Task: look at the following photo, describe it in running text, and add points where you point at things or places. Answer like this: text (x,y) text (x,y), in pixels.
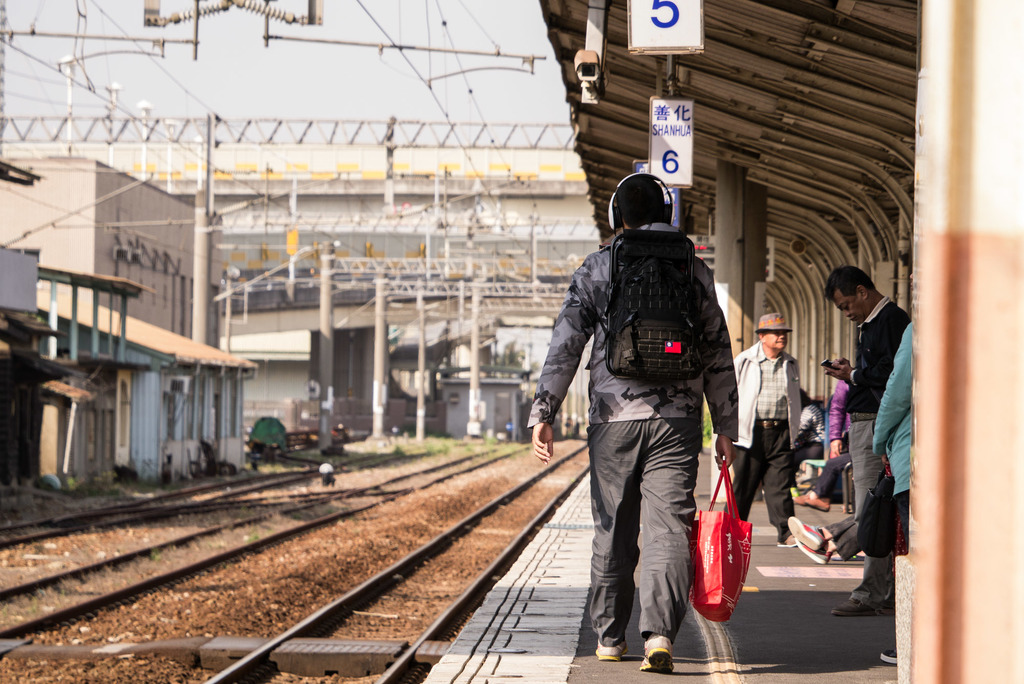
In this picture I can see the platform (704,495) in front (632,417) on which there are number of people (694,269) and on the right top of this image (831,113) I see the shed (657,65) and I see boards (679,104) on which there is something written. On the left bottom of this image (212,566) I see the tracks (276,523) and in the background (225,1) I see number of poles (295,202), rods (267,34), wires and buildings (42,349) and I can also see that, the man (607,289) in the front (652,334) is carrying bags (663,356).
